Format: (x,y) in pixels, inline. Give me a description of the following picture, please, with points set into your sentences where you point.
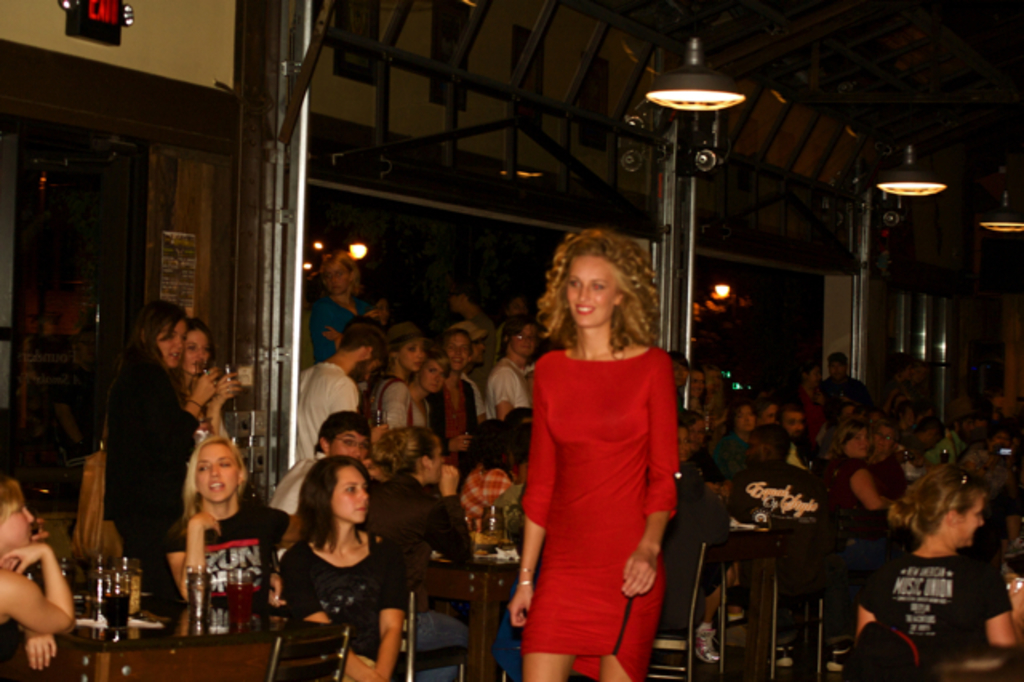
In this image I can see number of people (331,506) where few are standing and rest all are sitting on chairs (343,639). I can also see few tables (110,650) and on these tables (94,656) I can see number of glasses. On the right side of this image (689,62) I can see few lights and on the top left corner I can see a black colour exit sign board (78,0).
